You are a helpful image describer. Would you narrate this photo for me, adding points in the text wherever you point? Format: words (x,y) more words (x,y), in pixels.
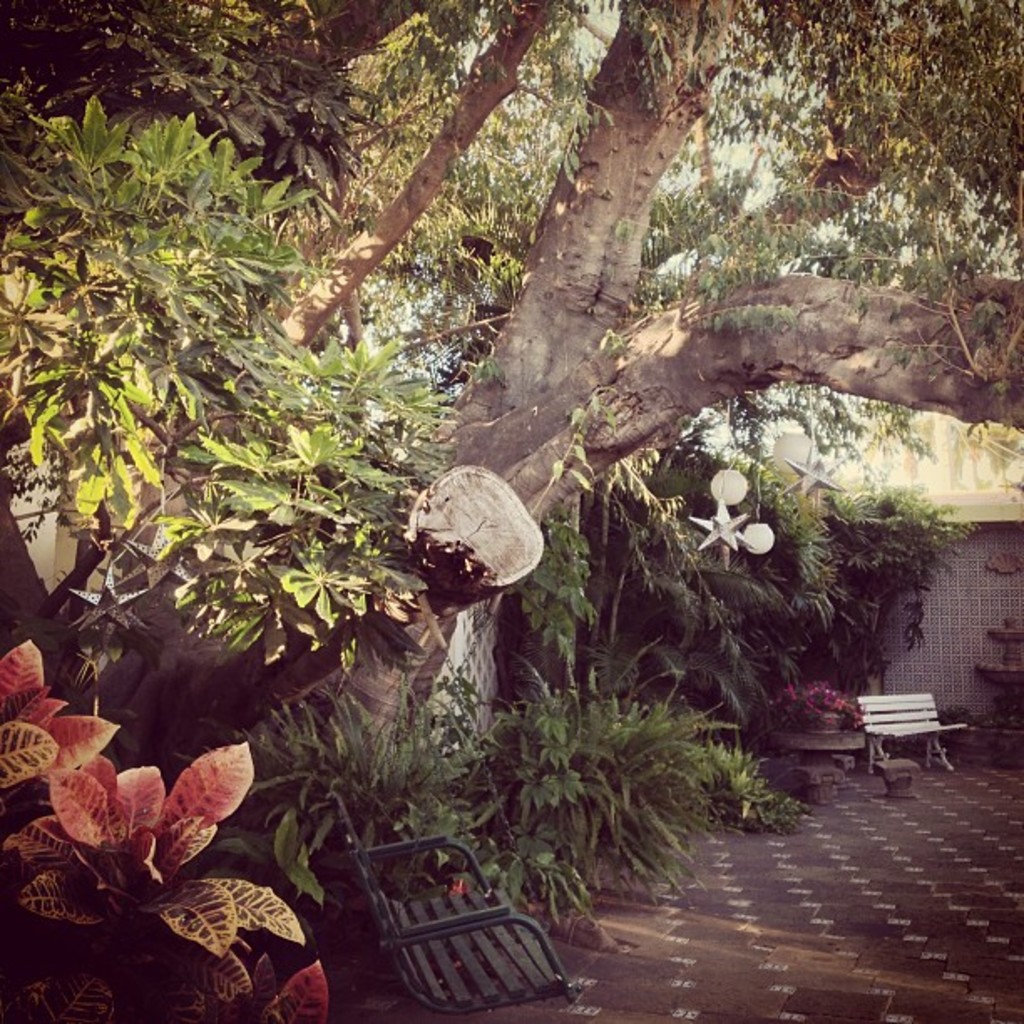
This is the picture of a garden (766,289). In this image there are plants (480,807) and trees (867,348) and there are benches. At the back (932,651) there's a wall (1010,601).
